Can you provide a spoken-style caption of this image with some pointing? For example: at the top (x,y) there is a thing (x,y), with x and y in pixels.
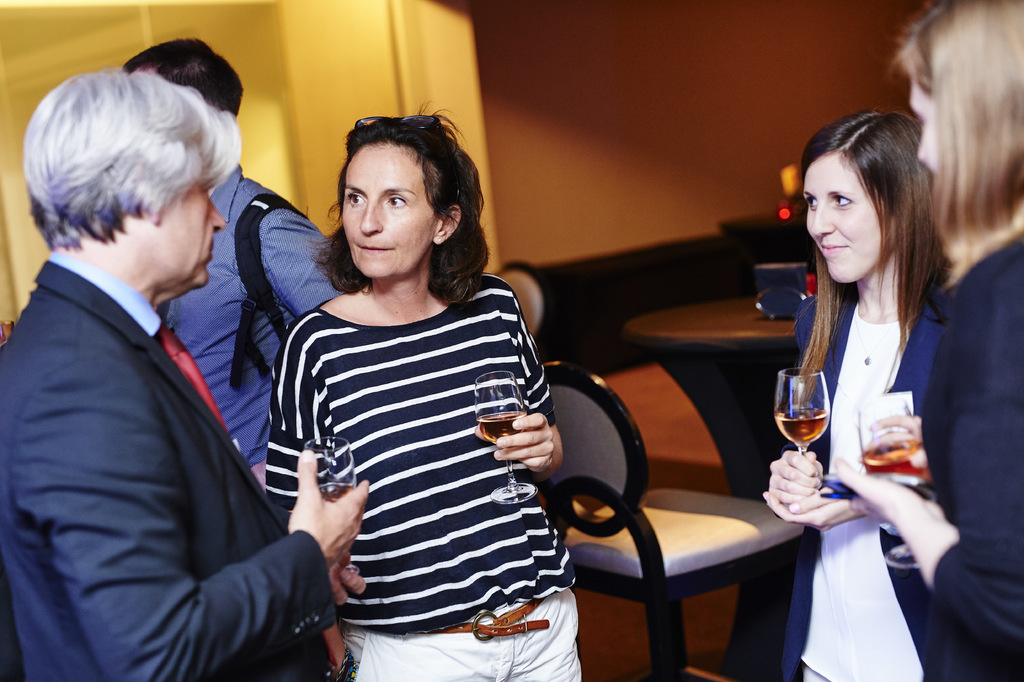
There are five persons (510,358) standing. Four are holding wine glasses (478,424). In the middle (409,433) a lady (448,451) wearing a black and white dress (485,586) is wearing a belt (485,618). She is having a goggles (423,119). Beside her a person (229,312) wearing a blue shirt (215,283) and a bag (258,238). There are chair (687,517), table (742,329). In the background (635,314) there is wall (370,73).
